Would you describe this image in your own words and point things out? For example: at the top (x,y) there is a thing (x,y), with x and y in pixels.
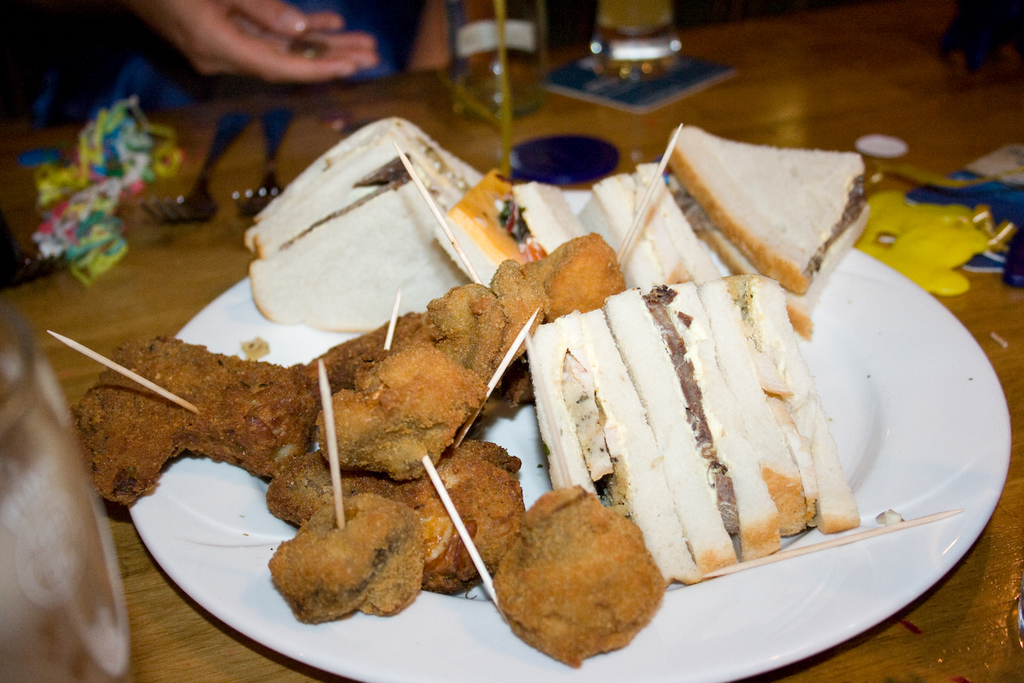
In this image we can see a table (189,227). On the table (151,270) there are cutlery (196,179), glass tumblers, paper napkins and a serving plate (481,595) which consists of food (598,575) and toothpicks (495,599) in it.
